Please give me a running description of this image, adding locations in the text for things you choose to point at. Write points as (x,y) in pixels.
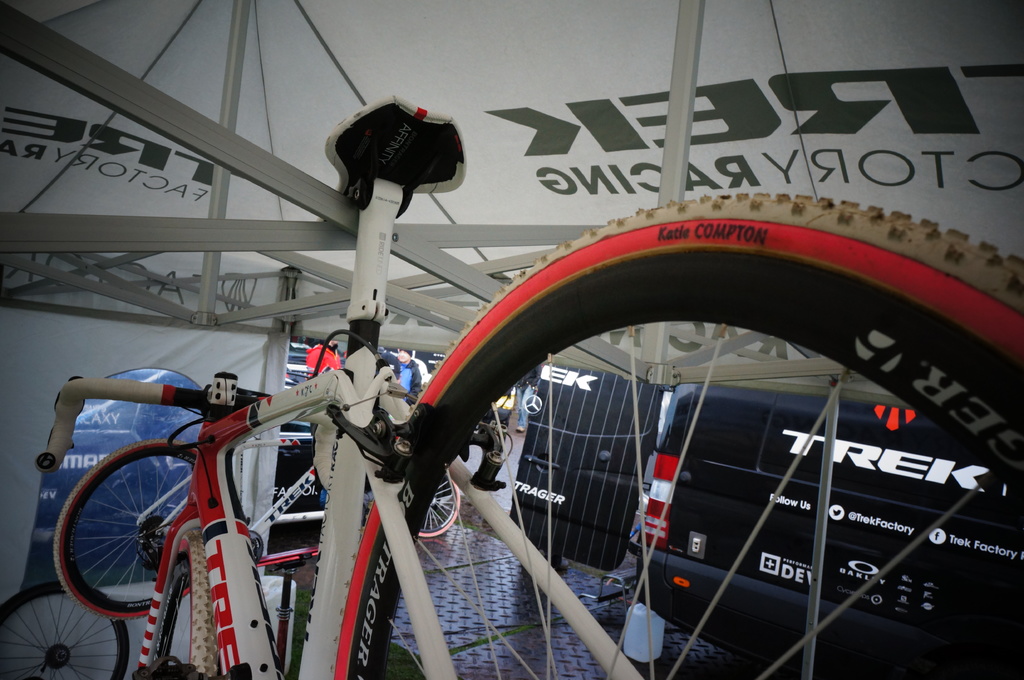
In this image we can see bicycles (733,572), beside there is an object (916,507) and some text (873,523) written on it, there is a roof (611,23) with a metal rods (225,144).
